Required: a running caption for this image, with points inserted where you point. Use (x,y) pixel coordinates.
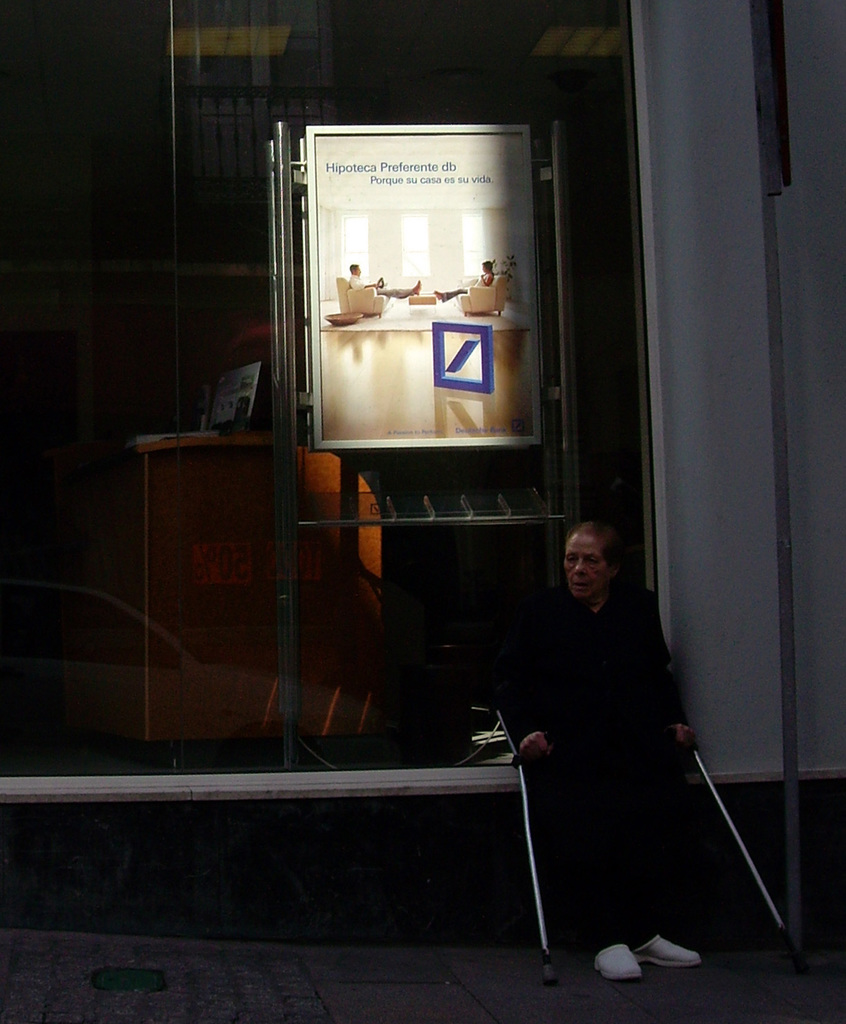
In this image I can see a person (651,695) on the road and is holding sticks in hand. In the background (709,939) I can see a board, building (363,678), system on a table (215,483) and lights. This image is taken may be during night.
